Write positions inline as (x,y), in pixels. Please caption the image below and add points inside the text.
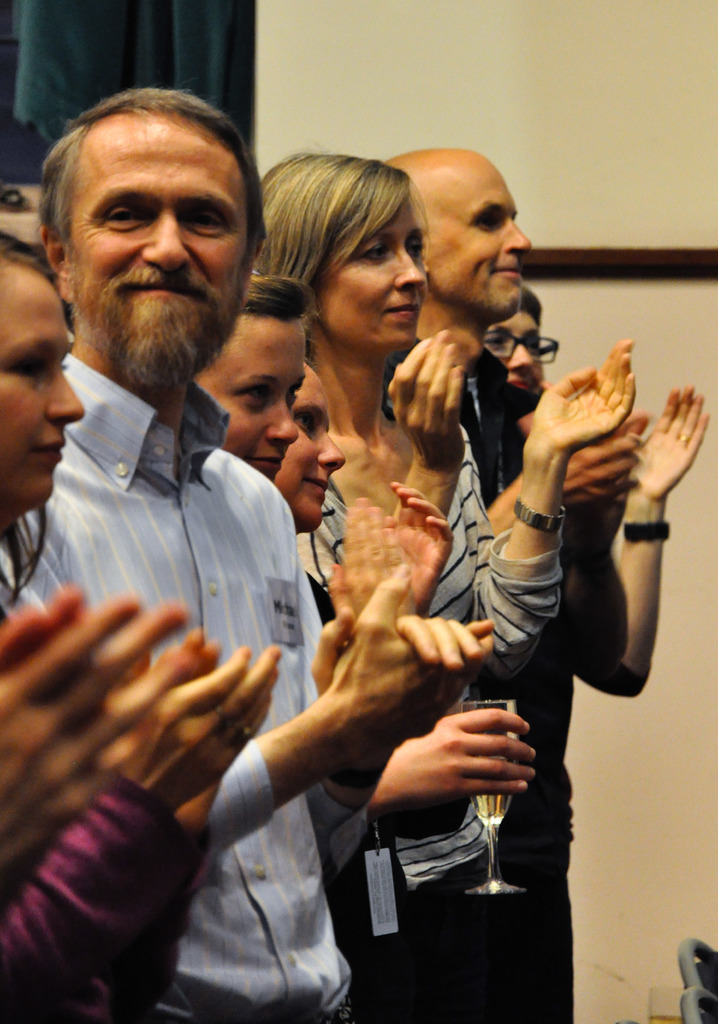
In this image we can see few people (297,669) standing and clapping their hands (610,450) and a person (495,744) is holding a glass (488,806) and there is a curtain (207,58) and a wall (623,233) in the background (648,739).
